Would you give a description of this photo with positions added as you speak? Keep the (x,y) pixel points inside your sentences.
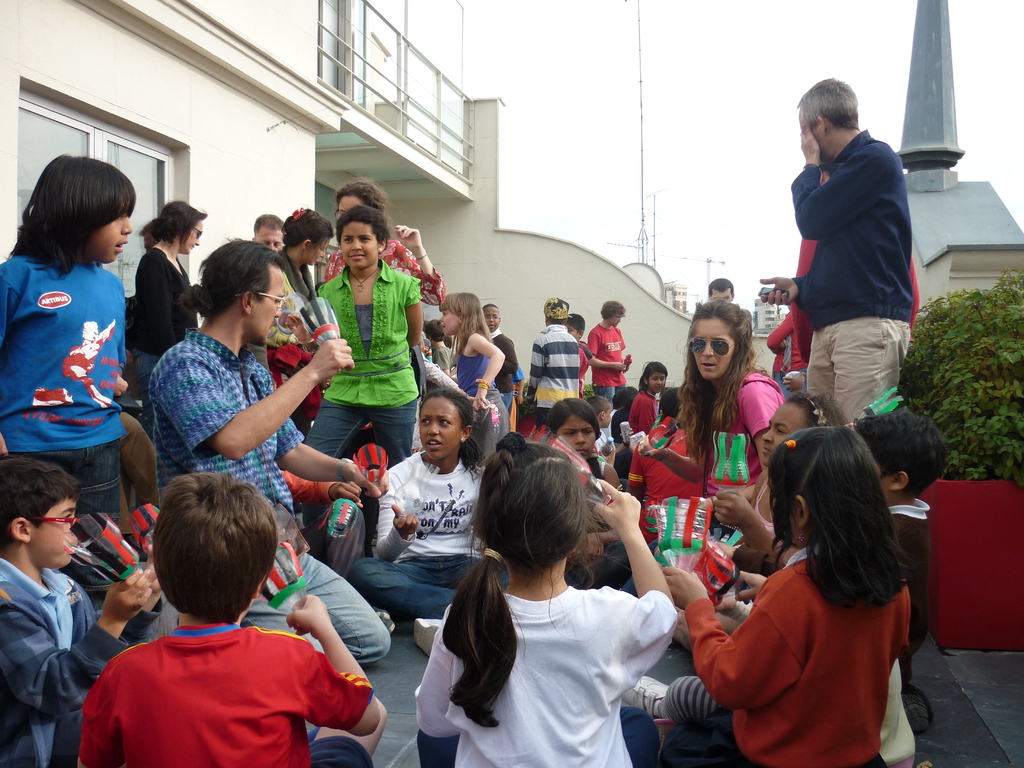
In this image I can see group of people (467,618), some are sitting and some are standing, I can also see a glass window (84,133). Background (954,417) I can see plants (957,472) in green color and I can see the railing (450,138), few poles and the sky (742,105) is in white color.
